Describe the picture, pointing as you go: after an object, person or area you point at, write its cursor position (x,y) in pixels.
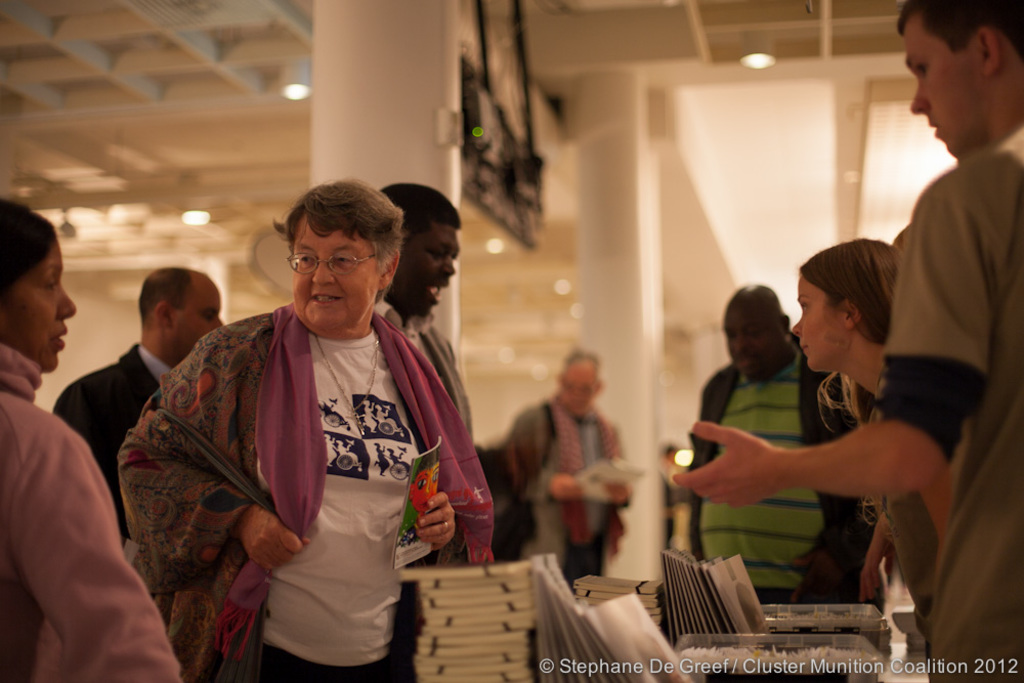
In this image, we can see persons (433,362) wearing clothes (294,479). There are some books (505,581) and text (599,660) at the bottom of the image (569,665). There are pillars (606,300) in the middle of the image (602,280). There are lights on the ceiling (288,128) which is at the top of the image (173,164).
